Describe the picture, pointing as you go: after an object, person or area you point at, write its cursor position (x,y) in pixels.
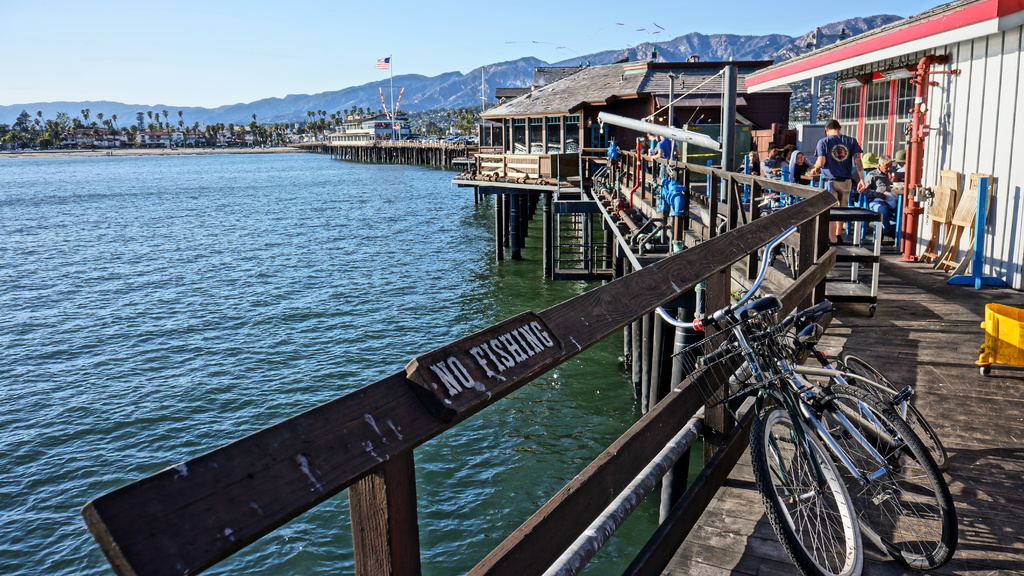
In the image in the center (682,350), we can see the cycles (820,419), buildings (792,107), banners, fences (801,190), tables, few people (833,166) are sitting and few other objects (668,180). In the background (292,93) we can see the sky (330,87), hills (339,109), trees (295,134), poles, water (259,160) etc.
